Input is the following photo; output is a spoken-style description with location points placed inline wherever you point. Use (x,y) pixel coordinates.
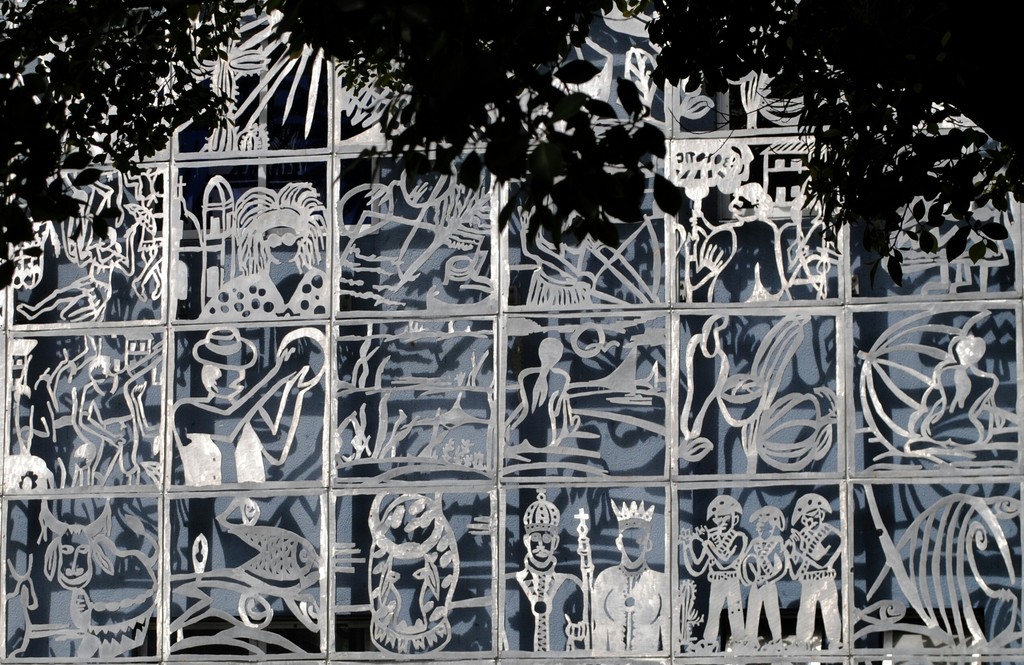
This picture is a colored image. In this image we can see some art (311,101) on the glass (231,168) and some trees (21,42) at the top of the image (357,76).
